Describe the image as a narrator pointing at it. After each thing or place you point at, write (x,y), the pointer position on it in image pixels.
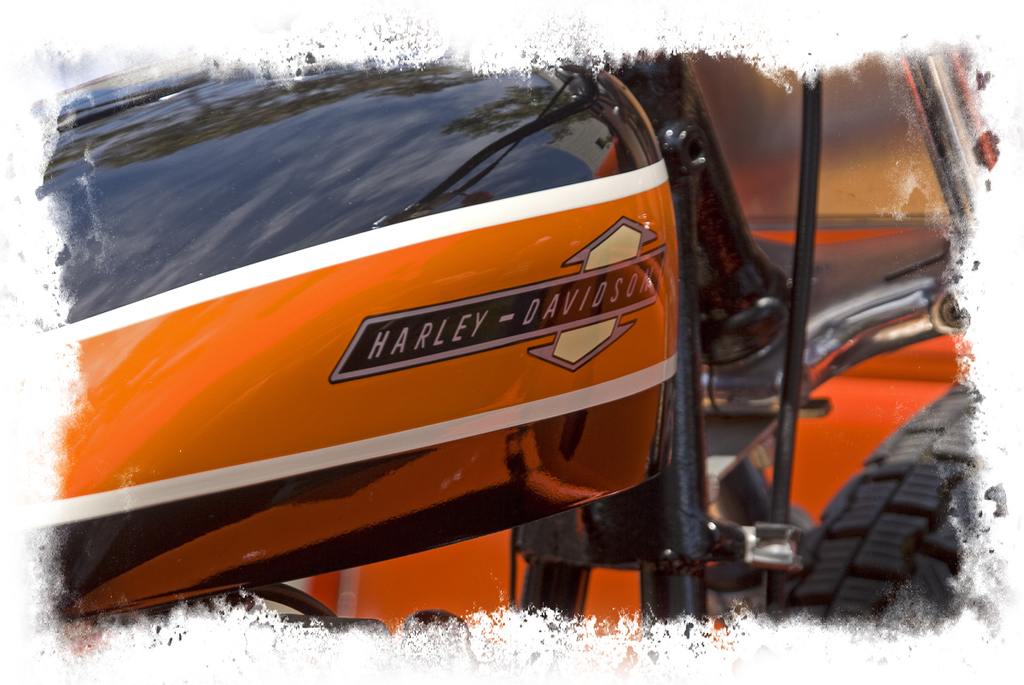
This is a edited image. In the center of the image (472,270) there is a bike (484,317).
